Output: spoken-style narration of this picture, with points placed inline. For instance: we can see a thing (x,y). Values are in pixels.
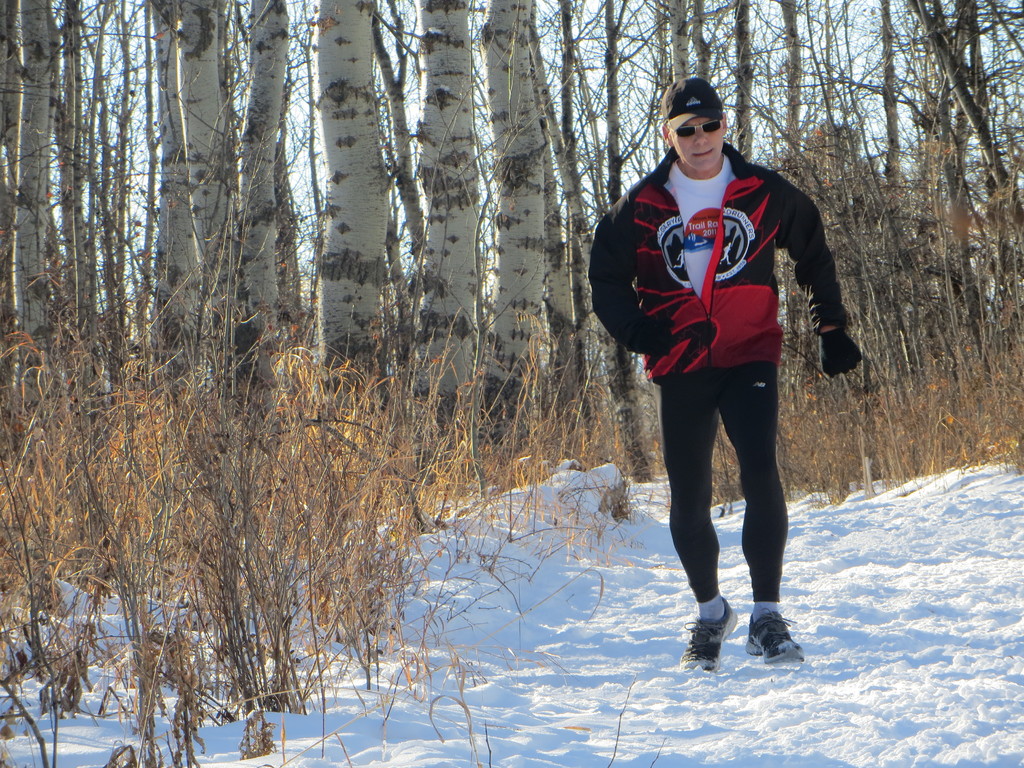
In this image there is a man (749,283) wearing sweater (722,258), glasses (693,134) and a cap (692,97) walking on a snow surface (649,682) and there are plants (509,491), in the background (165,230) there are trees (811,38).
